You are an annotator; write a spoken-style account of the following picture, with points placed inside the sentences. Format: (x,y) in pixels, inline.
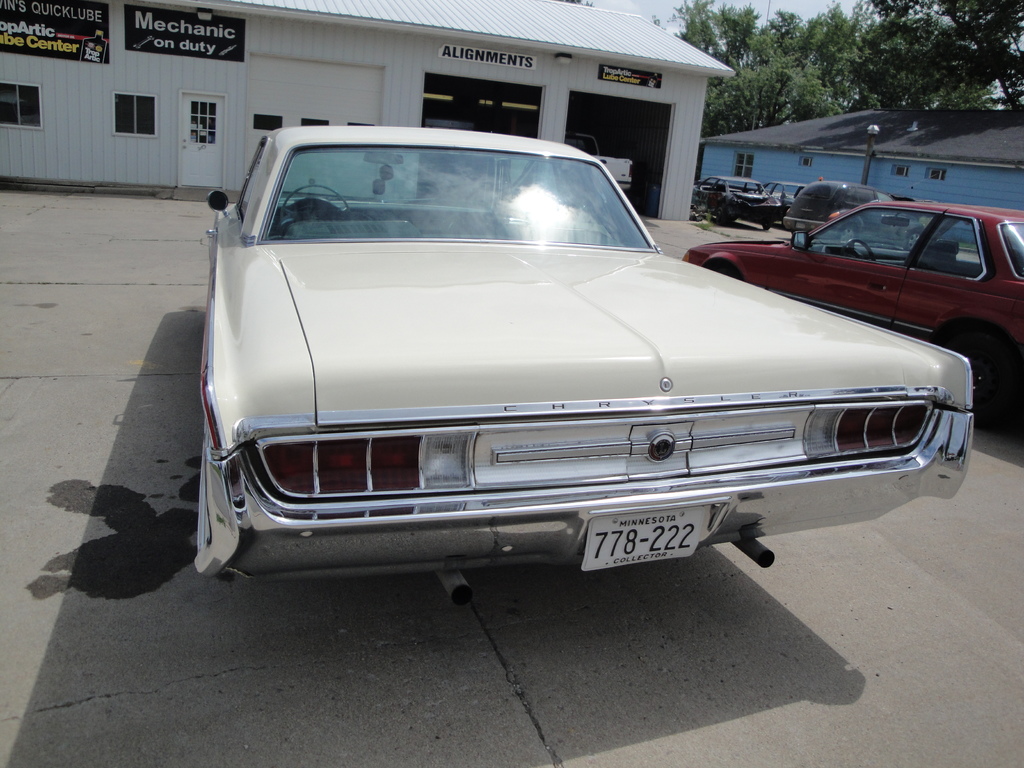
In this picture I can see vehicles (426,326) on the road (993,486), there are sheds (408,65), boards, lights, trees (870,31), and there is sky (820,1).
